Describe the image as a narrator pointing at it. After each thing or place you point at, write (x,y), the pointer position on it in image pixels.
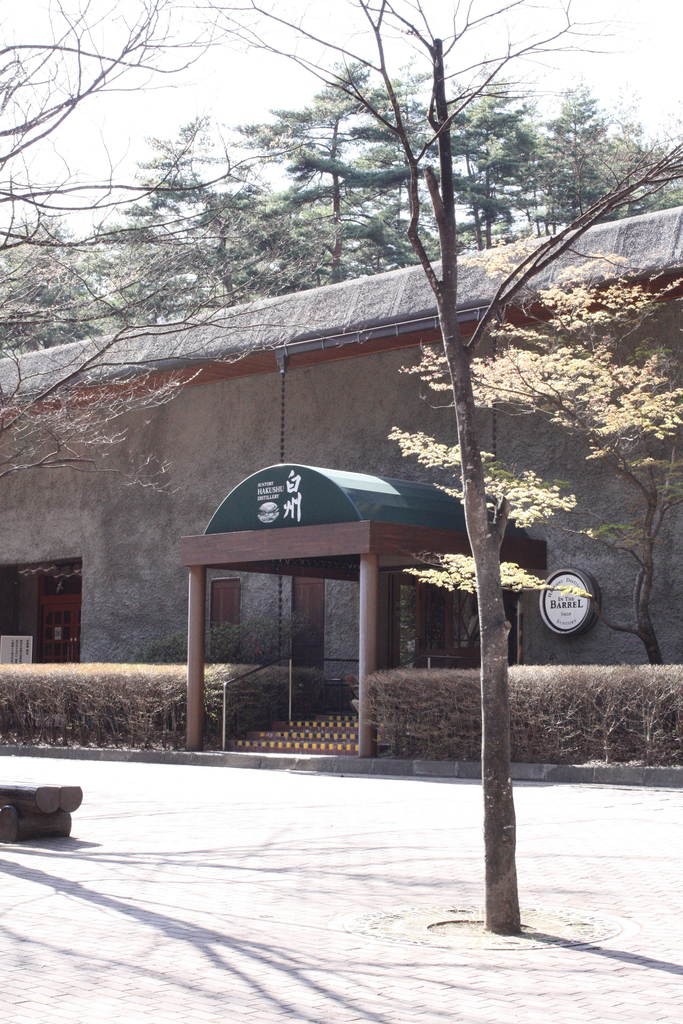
In this image, we can see some trees (138,244) and plants (177,664). There is a building (343,629) in the middle of the image (334,603). At the top of the image (267,68), we can see the sky (286,67). There are objects (49,821) on the left side of the image (44,822).
